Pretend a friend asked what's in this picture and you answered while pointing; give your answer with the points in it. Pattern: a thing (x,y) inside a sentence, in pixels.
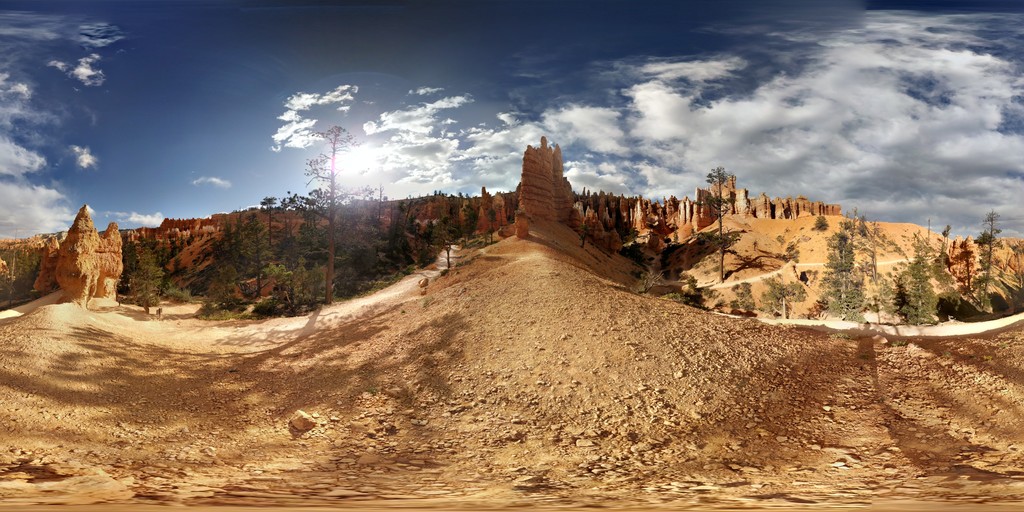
In this image we can see a clear and sunny with the slightly cloudy sky (865,112). There are many trees (292,263) and hills (112,286) in the image.
